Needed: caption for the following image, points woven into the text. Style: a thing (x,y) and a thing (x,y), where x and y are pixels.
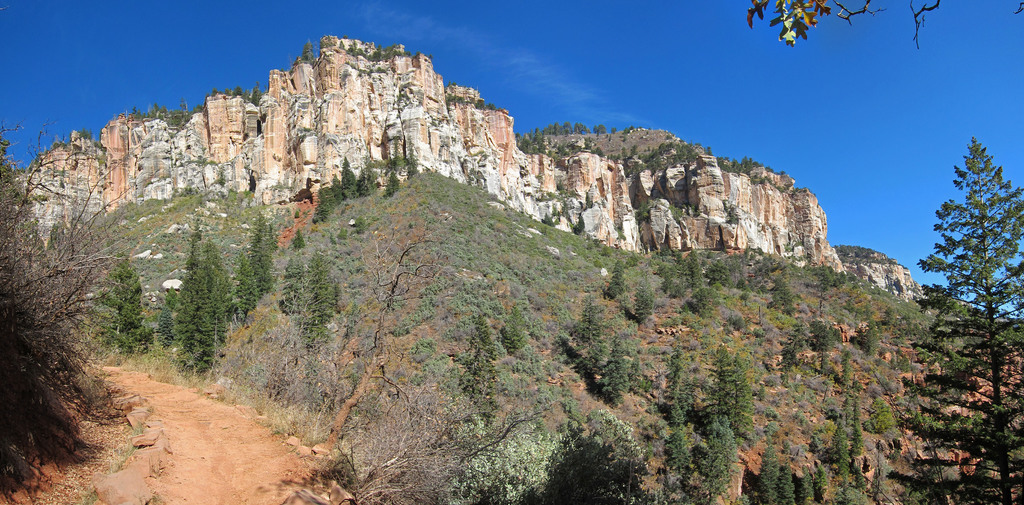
In this picture we can see trees (940,378) in the front (409,308), there are some hills (335,157) in the background (321,158), we can see the sky (520,48) at the top of the picture (520,33).
